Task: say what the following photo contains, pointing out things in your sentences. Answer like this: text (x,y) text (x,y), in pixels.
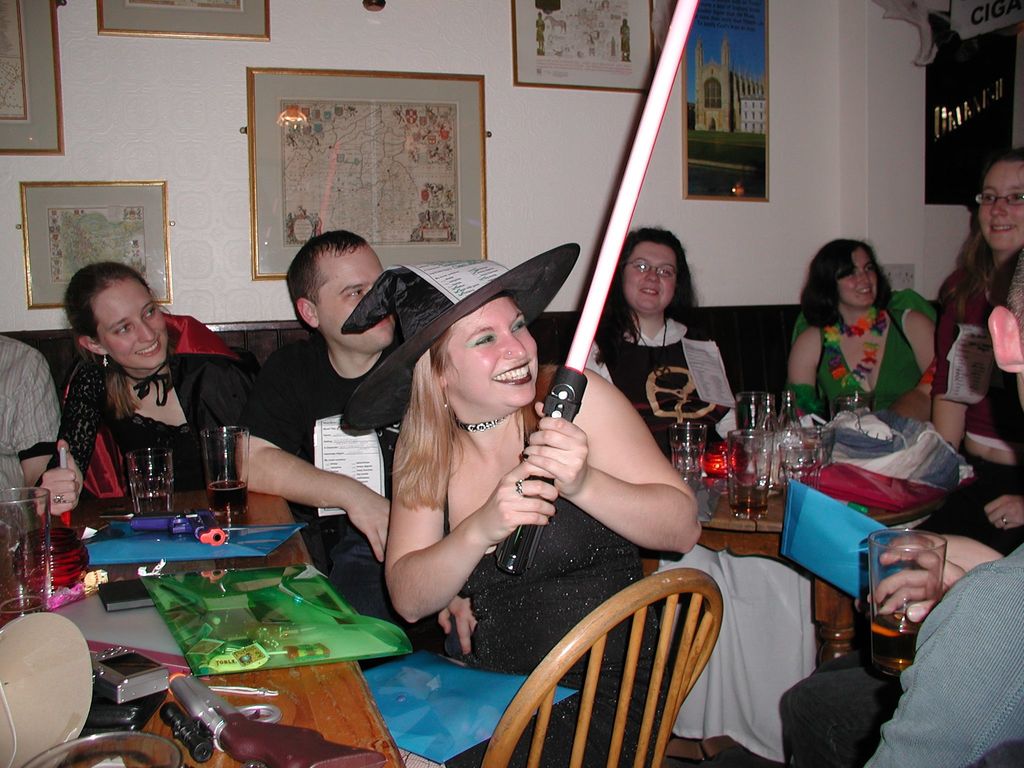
As we can see in the image, there are few people (530,303) sitting on chairs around tables (193,601). On table (300,673) there are glasses (153,509), gun (176,531), camera (121,675) and behind them there is a wall (245,134). On wall (146,87) there are few photo frames (343,143).
